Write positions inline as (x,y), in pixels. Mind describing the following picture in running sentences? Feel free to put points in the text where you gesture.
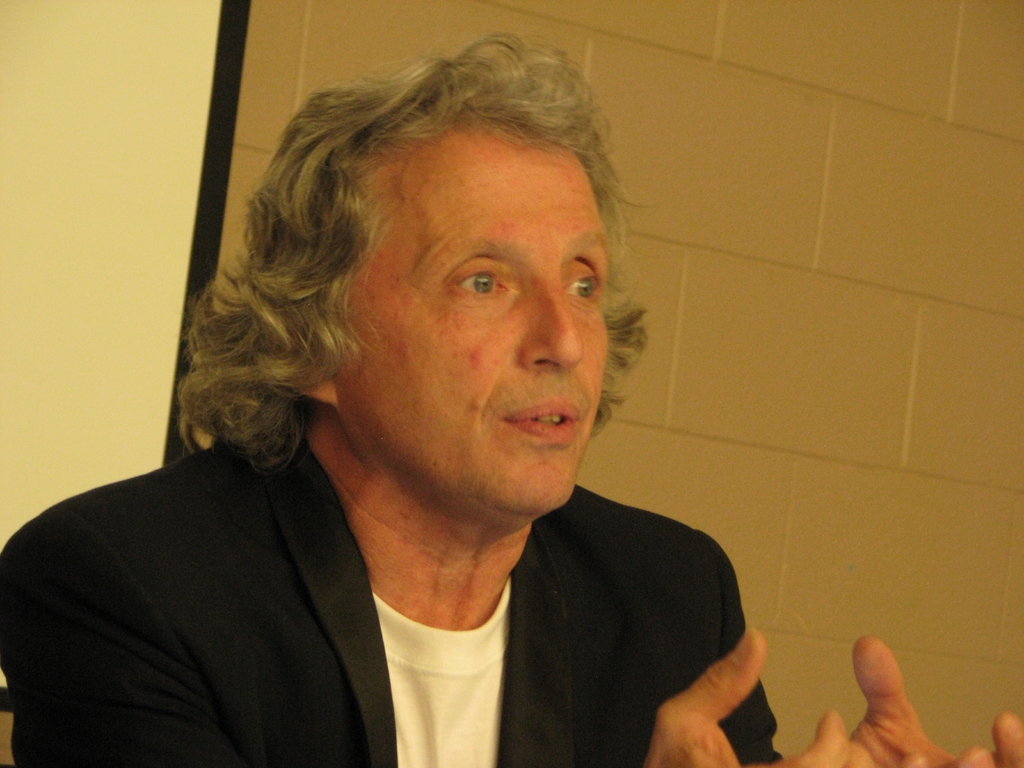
In this picture we see a man (695,600) and he wore a black coat (530,621) and I can see a wall (310,42) on the back (865,452).
